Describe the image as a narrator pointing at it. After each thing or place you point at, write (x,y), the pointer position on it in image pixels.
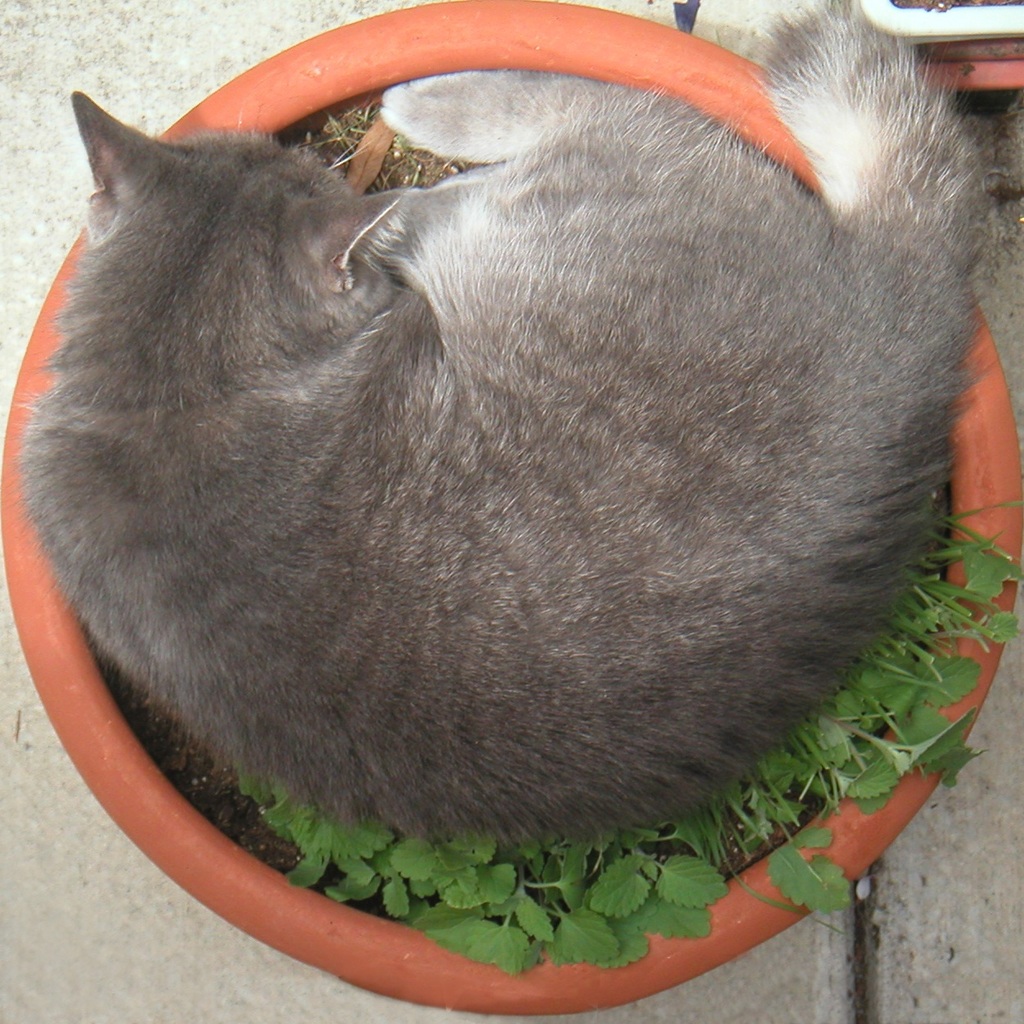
In this image I can see cat (933,354) sitting on the plant pot (223,887) which is on the floor (33,275).
